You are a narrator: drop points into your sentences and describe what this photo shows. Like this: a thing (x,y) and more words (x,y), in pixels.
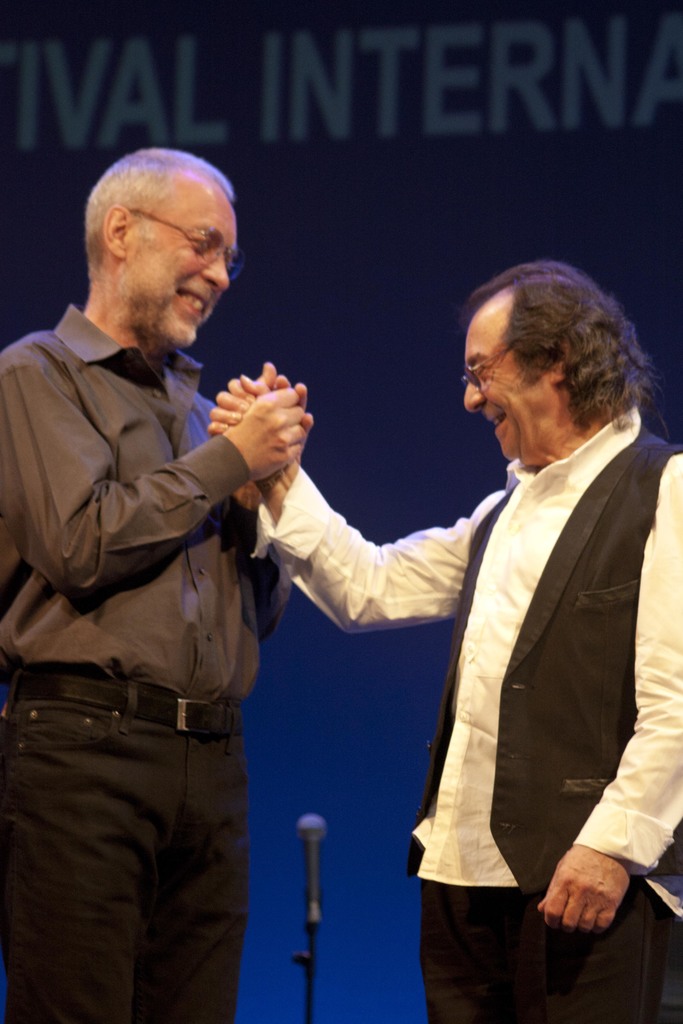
In this image I can see two persons (259,468) standing, the person (586,499) at right (644,615) is wearing black blazer (623,577), white shirt (652,608) and black pant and the person (121,590) at left (148,587) is wearing brown shirt (110,591), black pant (110,777). Background (374,767) I can see a microphone (319,895) and I can see blue color background (287,718).
